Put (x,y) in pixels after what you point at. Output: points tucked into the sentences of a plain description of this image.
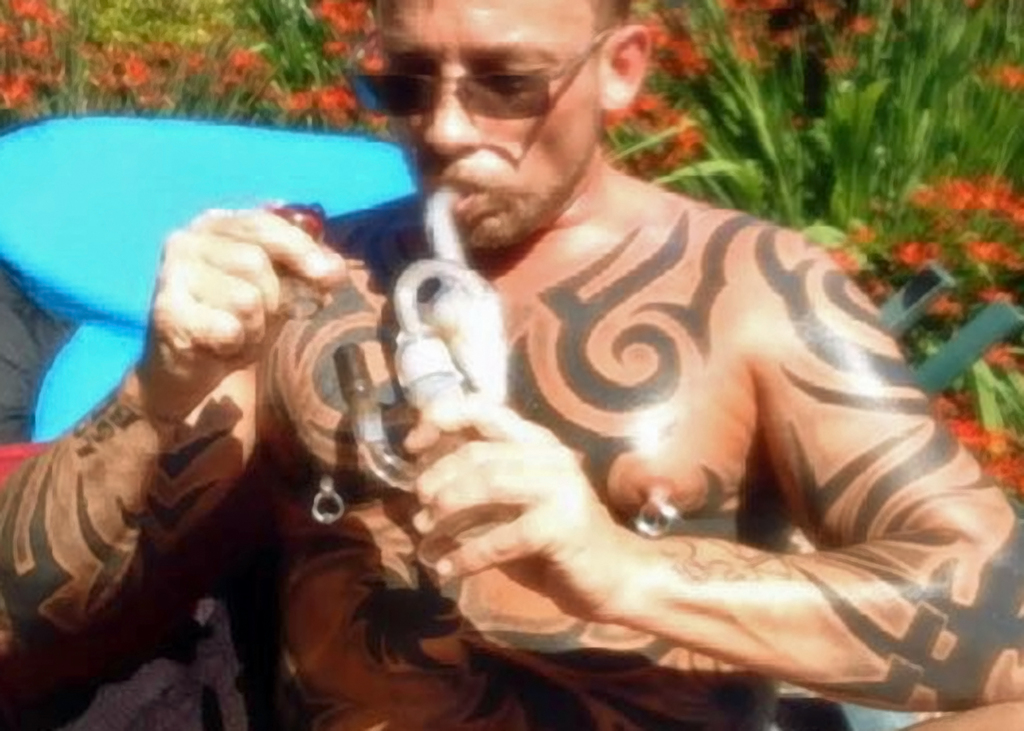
In this image I can see the person (560,476) holding some object (446,239). In the background (46,5) I can see few flowers (686,151) in orange color, some object (201,200) in blue color and few plants (820,166) in green color.
